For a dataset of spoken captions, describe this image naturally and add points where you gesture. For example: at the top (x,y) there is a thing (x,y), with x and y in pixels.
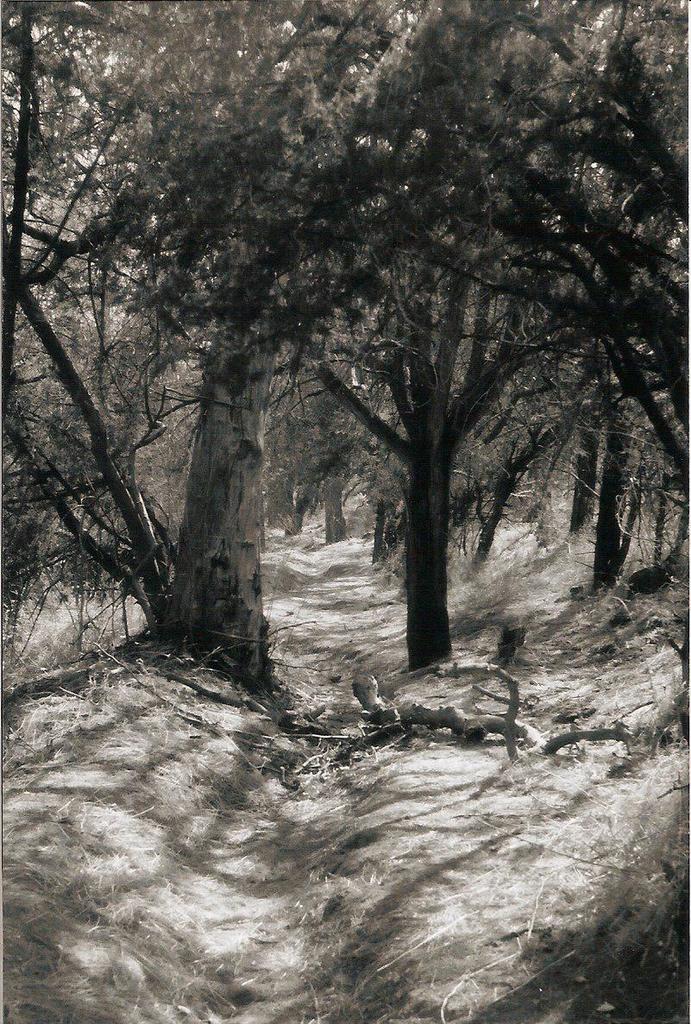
In this image we can see so many trees (486,350). The land (338,817) is covered with dry grass (426,845).
